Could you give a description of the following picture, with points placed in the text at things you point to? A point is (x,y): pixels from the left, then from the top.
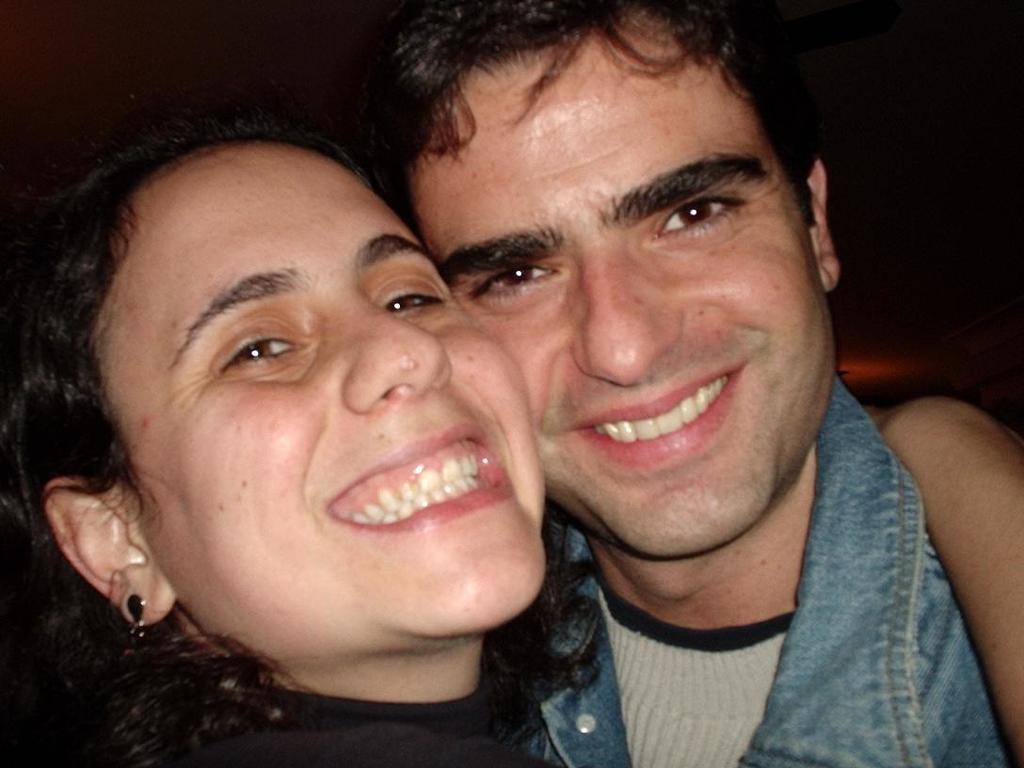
This image consists of two persons (569,496). On the left (245,727), the woman (233,734) is wearing black dress (396,754). On the right (822,664), the man (838,677) is wearing a jeans shirt (854,704). The background (12,116) is too dark.
